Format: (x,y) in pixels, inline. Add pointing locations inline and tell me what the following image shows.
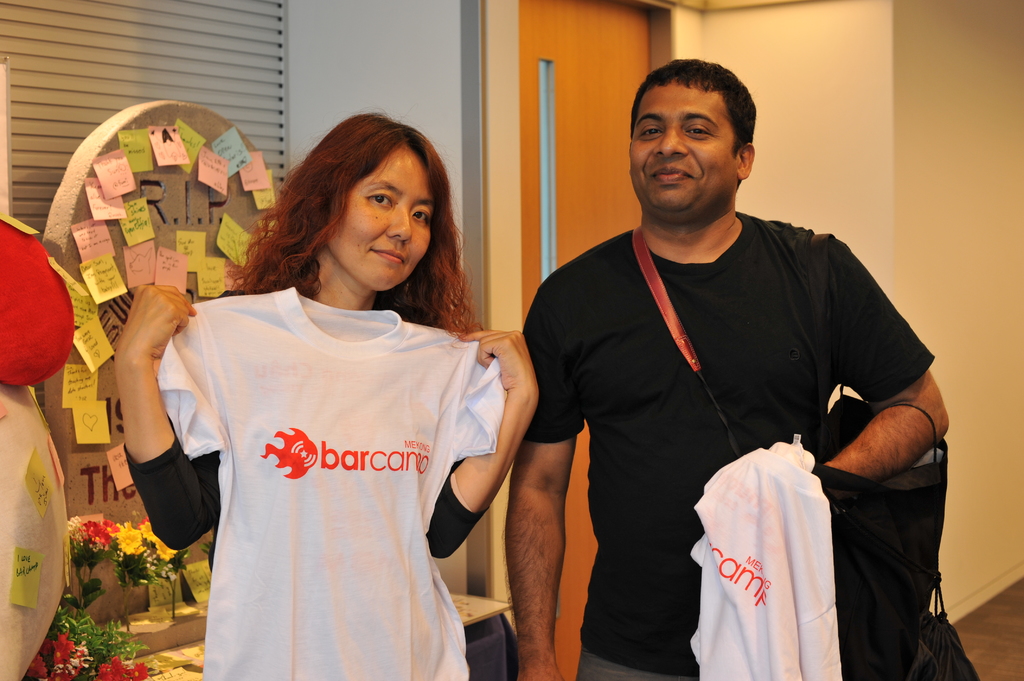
In this image we can see a man (576,418) and a woman (485,465) holding the t-shirts (407,480). In that a man (620,459) is wearing a bag (845,552). On the backside (102,636) we can see some plants (129,571) with flowers (119,534) and papers (161,595) which are placed on the table (148,628). We can also see some papers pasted on a wall (79,471). On the left side (53,577) can also see some papers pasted on a toy (52,480), a window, wall (488,247) and a door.
